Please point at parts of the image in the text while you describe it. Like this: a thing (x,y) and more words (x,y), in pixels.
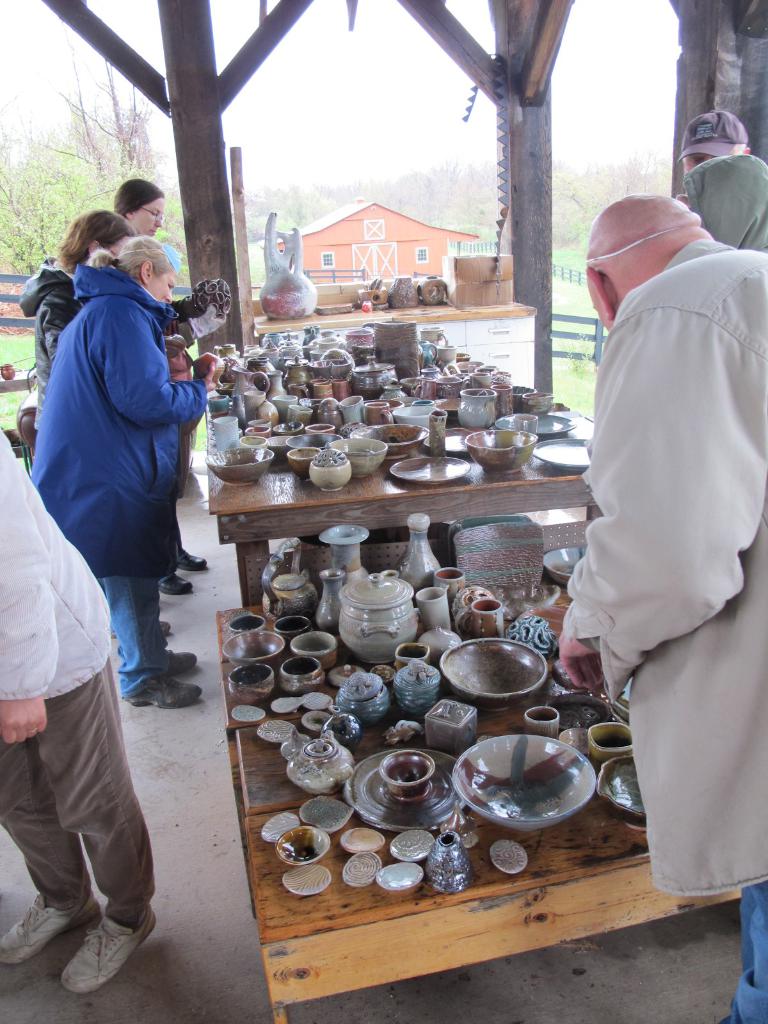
In this picture there are people (3,810), tables (377,884), different bowls (369,432), jars (410,558) and other objects (450,576). In the center of the picture (299,666) there are pillars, bowls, trees (91,176), fencing (558,337) and grass (571,373). In the background (393,223) there are trees (476,201) and house (361,232). At the top (293,84) it is sky (307,59).
